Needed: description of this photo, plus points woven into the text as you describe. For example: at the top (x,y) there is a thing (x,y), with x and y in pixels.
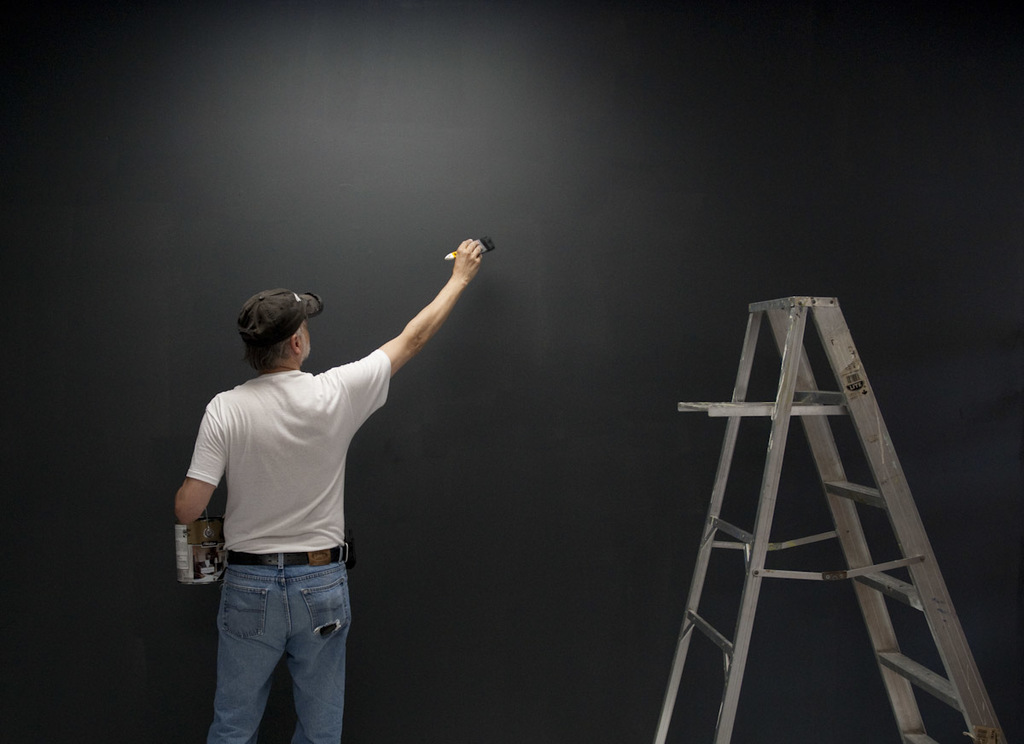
This person (339,514) is holding a paint bottle (202,556) and paint brush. He is facing towards this black wall (451,207). This is step ladder stool (786,308).
